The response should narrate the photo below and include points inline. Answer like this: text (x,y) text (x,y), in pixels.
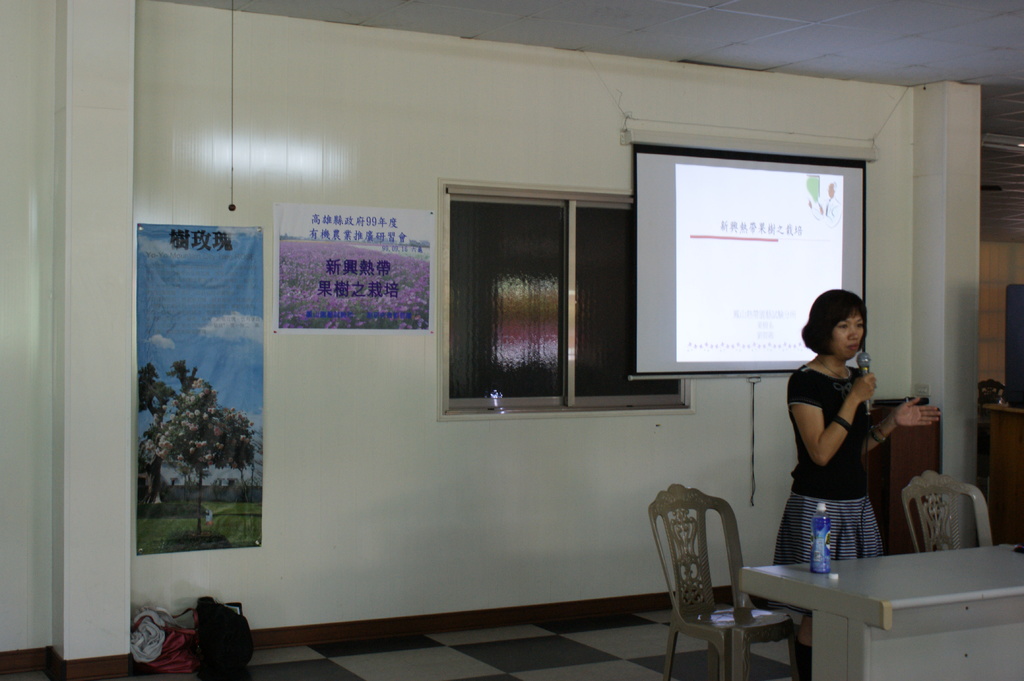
In this picture we can see a woman (798,426) holding a mic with her hand (857,390) and standing, chairs (922,518), bottle (815,554) on a table (959,573), screen (710,340), window (506,305), posters (391,272) on the wall (398,389).
